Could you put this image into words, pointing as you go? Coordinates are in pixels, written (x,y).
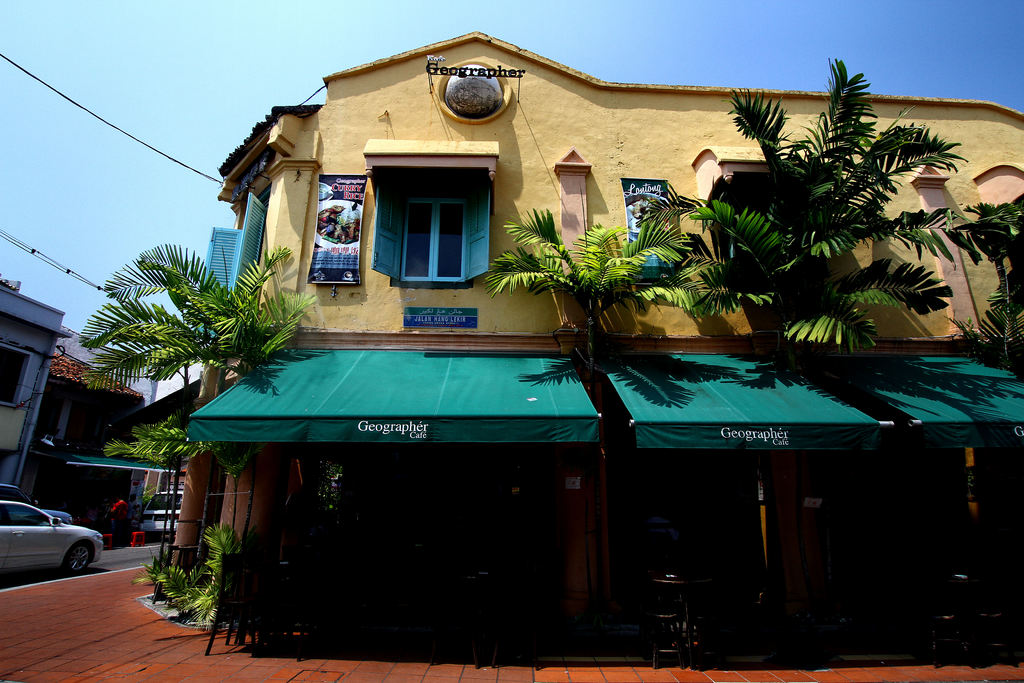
This image consists of a building (492,291) along with the trees (229,445). At the bottom (126,654), there is a pavement (133,651). On the left (7,566), we can see a car (66,543) on the road (9,581). At the top (57,86), there is sky (221,42).
